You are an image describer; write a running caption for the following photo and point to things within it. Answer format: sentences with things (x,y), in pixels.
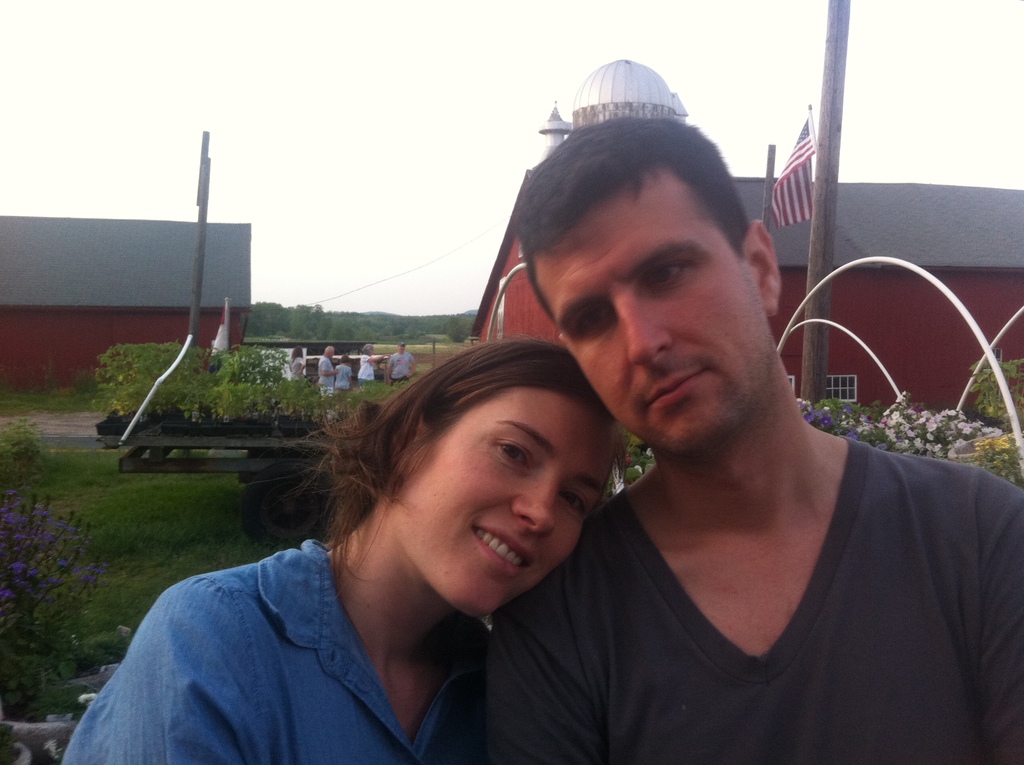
In this image there are two person's (650,475), a person (513,516) laying on another person shoulder (614,573), and in the background (805,106) there is a flag (806,185) with a pole (810,125), buildings (838,387), plants (338,410) with flowers (925,439), grass (166,496), wagon (297,464), group of people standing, trees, sky (387,68).
